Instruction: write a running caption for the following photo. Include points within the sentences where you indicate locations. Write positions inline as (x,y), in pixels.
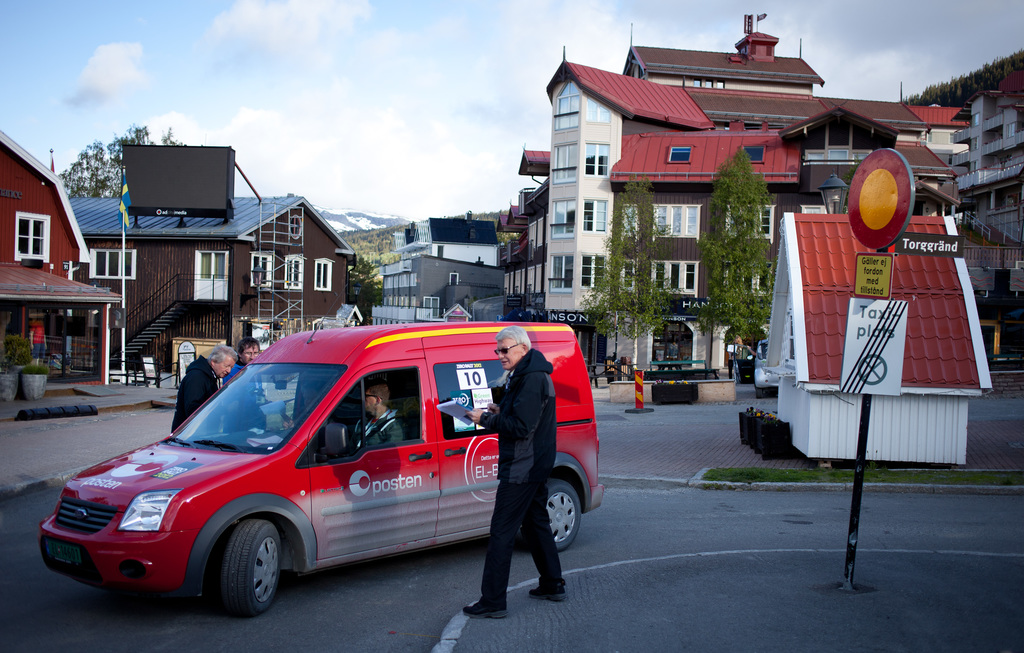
In this picture we can see a few people (214,386) on the path (15,404). We can see vehicles (194,578), some text (915,245) and a few things (850,388) on the boards (900,245). There are plants (14,345), flower pots (33,379), buildings (411,298) and some objects (626,387) visible on the path (11,419). We can see other objects (135,201) and the clouds (500,92) in the sky (931,30).
